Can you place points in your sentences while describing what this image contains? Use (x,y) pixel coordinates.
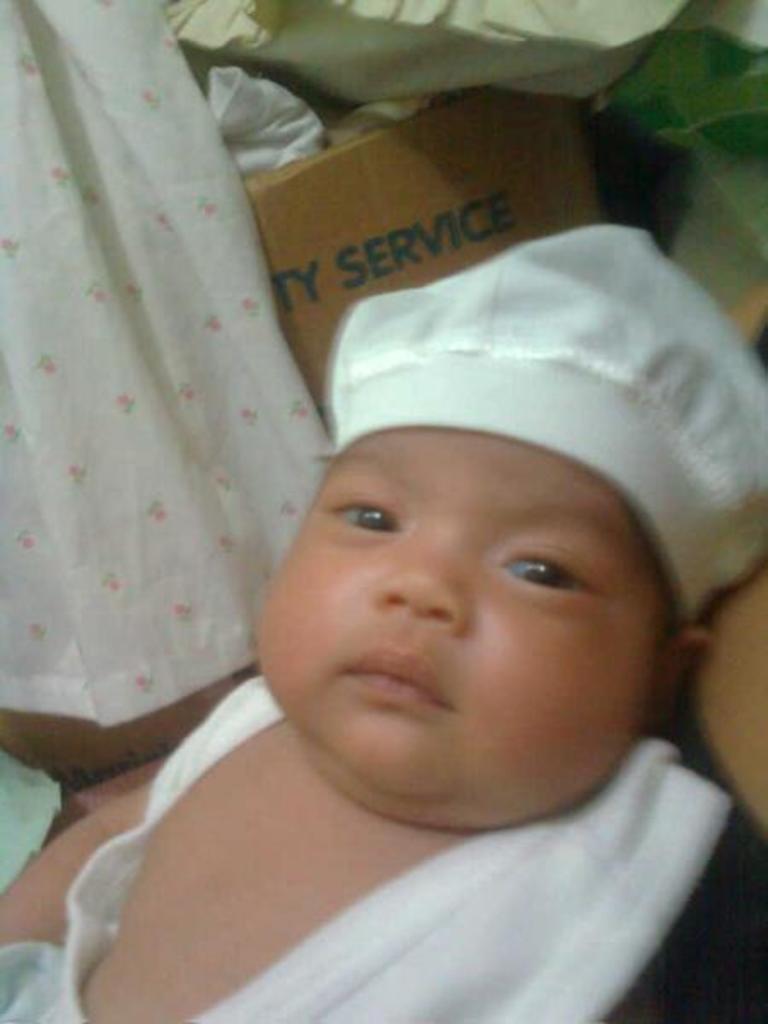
In this image there is a small kid (512,652) with a white cap (603,364). On the left side (104,187) top corner there is a white curtain (132,300). Beside the curtain (196,193) there is a cardboard box (490,156). On the cardboard box (564,103) there is a pillow (556,61).
